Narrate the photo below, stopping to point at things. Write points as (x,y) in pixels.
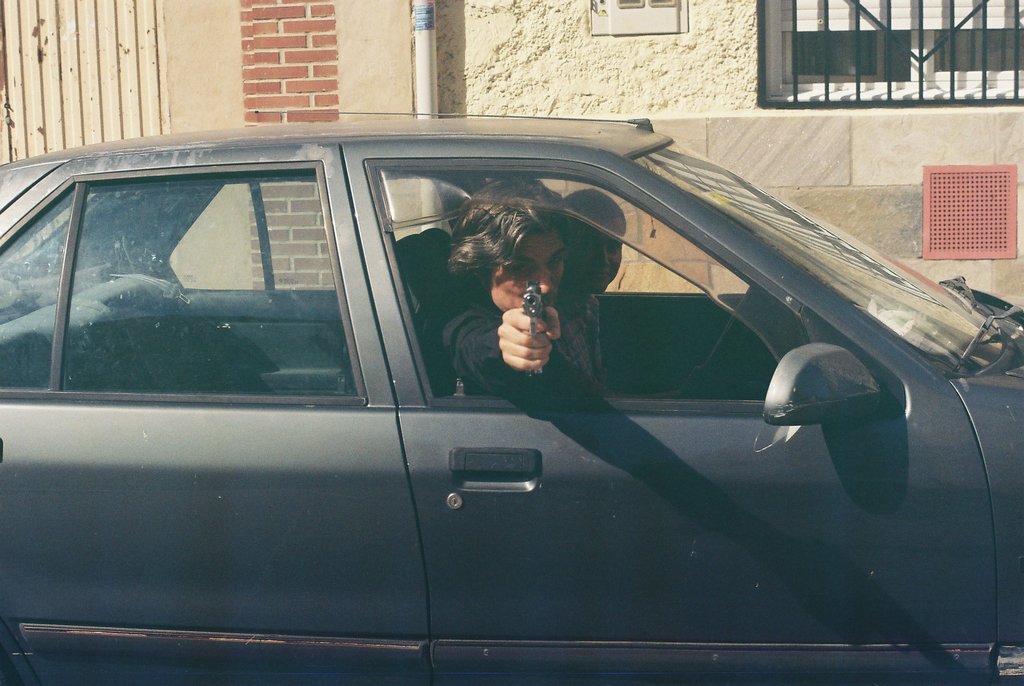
In this image i can see two persons (515,360) sitting in a car (370,381) at the back ground (609,57) i can see a wall (528,54), a pipe (427,84) and a railing (888,48).
